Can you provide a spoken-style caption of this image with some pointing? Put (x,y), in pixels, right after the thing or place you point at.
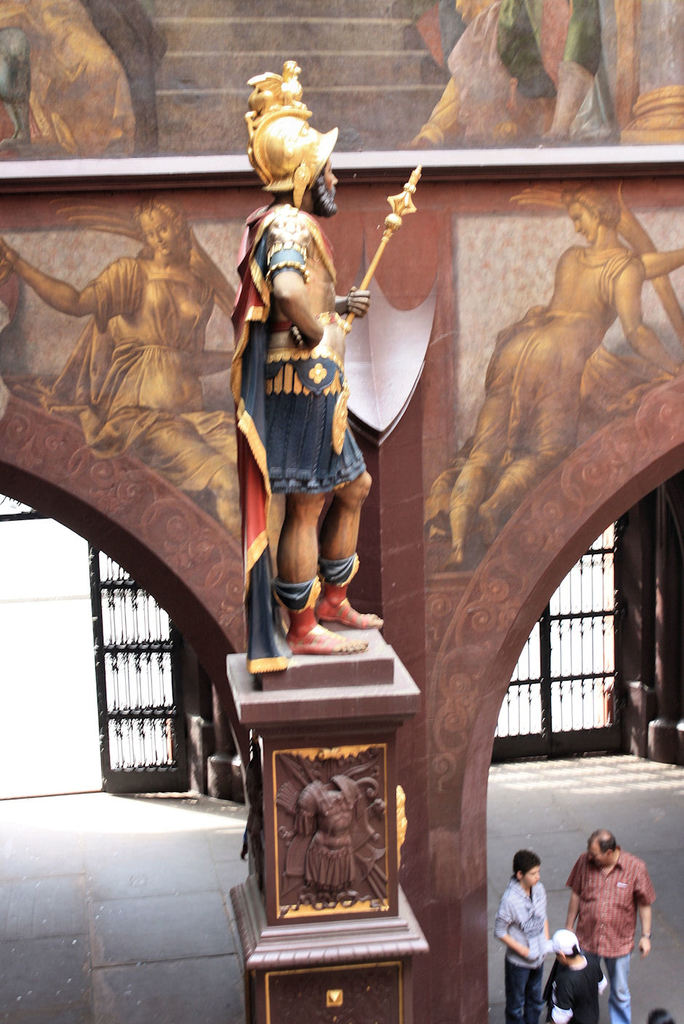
This is the picture of a statue (258,146). In this image there is a statue (251,482) in the foreground (263,893). At the back (536,220) there is a painting (536,220) on the wall (410,245). In the bottom right (600,867) there are group of people (585,878) standing. At the back (563,852) there are doors (115,654) and there is a road (29,561).
